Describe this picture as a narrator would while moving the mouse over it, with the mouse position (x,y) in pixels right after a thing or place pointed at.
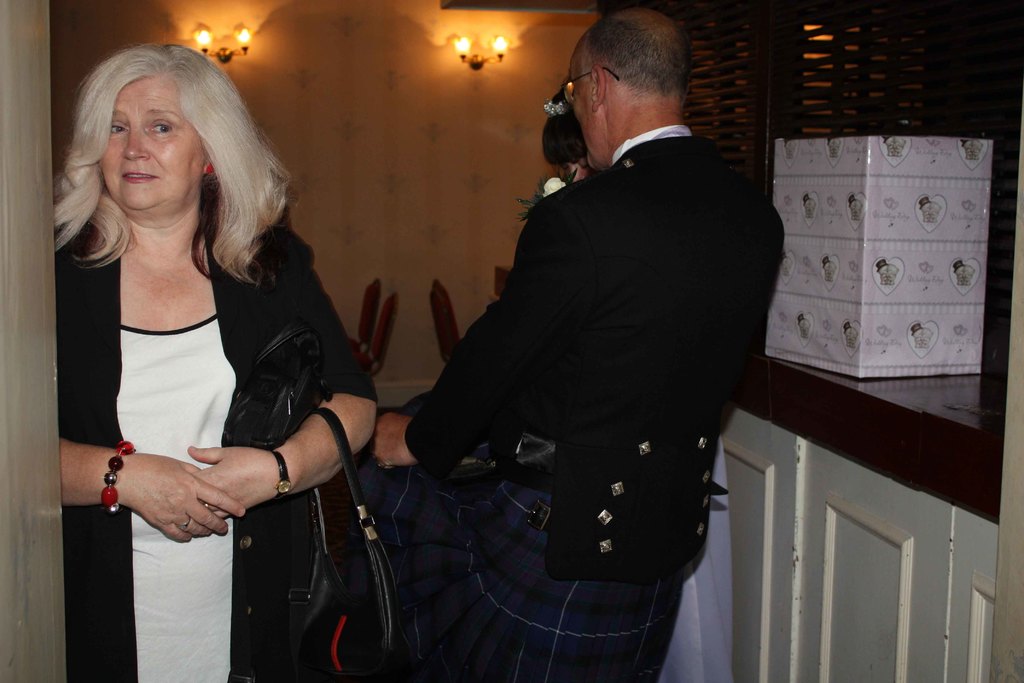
In this image we can see one man (613,234) and a woman (245,523). The man (608,248) is wearing a black color coat (655,468) and woman (229,570) is wearing white and black color dress (147,432) and carrying black color bag (329,563). We can see cupboard (861,541) on the right side of the image (814,518) and there is one box (867,203). We can see chairs (437,326) in the background (382,308) and lights (245,40) are attached to the wall (362,55).
